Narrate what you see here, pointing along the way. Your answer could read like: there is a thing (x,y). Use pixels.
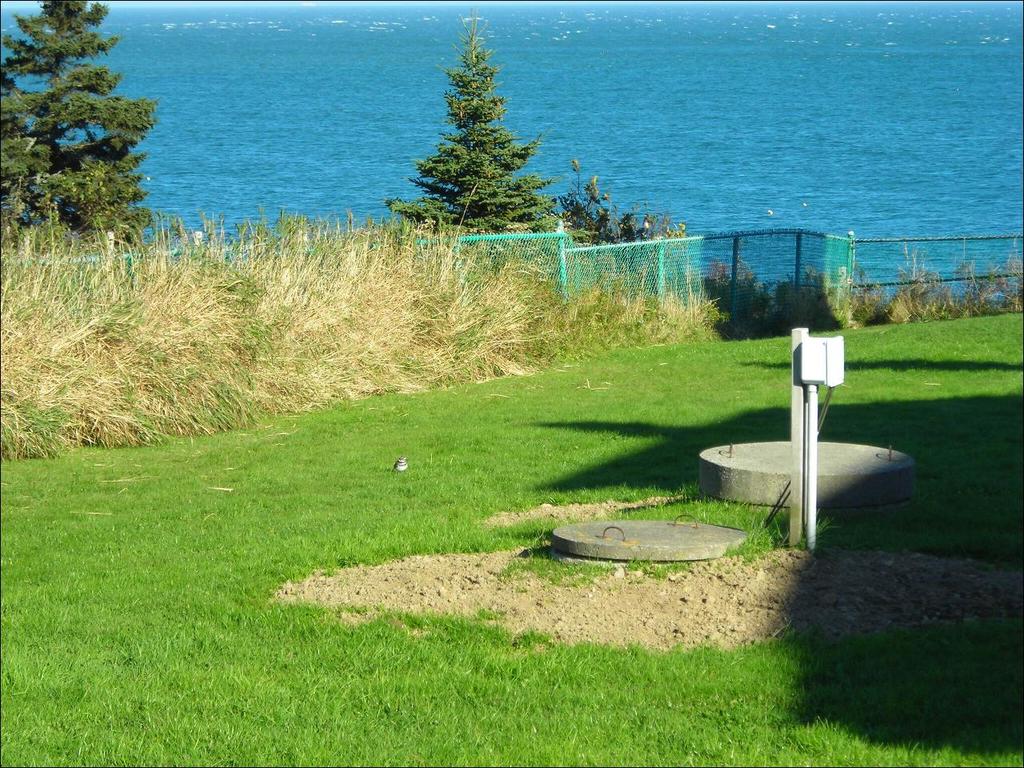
In this picture we can see the grass (278,554), fence (566,233), pole (792,405), concrete lids (818,484), trees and some objects (813,360) and in the background (866,81) we can see the water (634,112).
